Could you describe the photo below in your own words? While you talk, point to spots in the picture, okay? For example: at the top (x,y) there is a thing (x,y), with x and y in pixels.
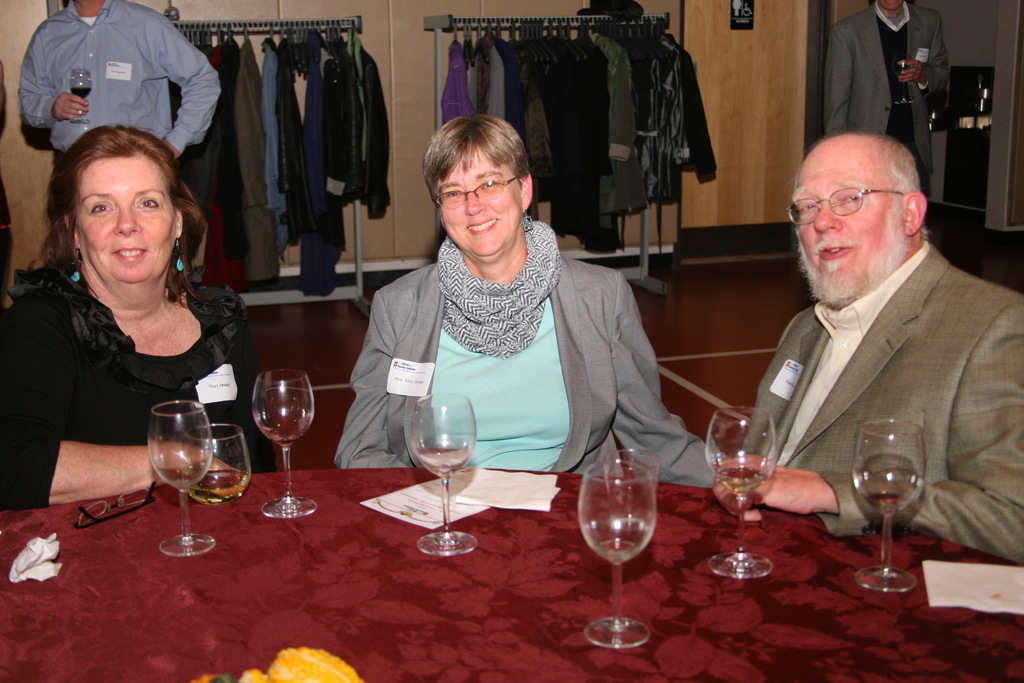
In this image in the center (551,370) there are three persons (946,402) who are sitting on chairs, in front of them there is one table (786,581). On the table (442,564) there are some glasses (902,582), papers (943,585) and spectacles (79,523). In the background (113,63) there is another person (142,82) who is standing and he is holding a glass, in that glass (82,84) there is some drink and also there are some clothes (280,95) which are hanging. On the right side (893,92) there is another person (922,76) who is standing and there is a wall (401,115).
